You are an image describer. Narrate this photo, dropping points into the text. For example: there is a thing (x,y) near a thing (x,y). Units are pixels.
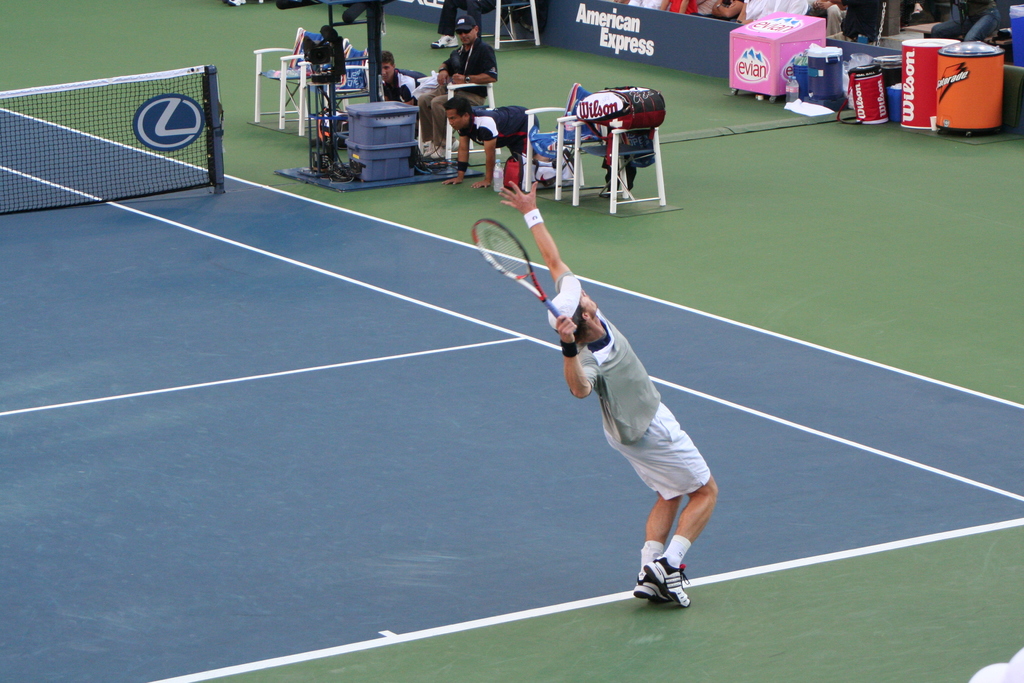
In this image I can see a person (582,385) holding the racket (489,261) and he is wearing the white color cap (577,288). He is on the ground (778,598). To the side of the court (279,134) there are group of people (422,102) and some of the objects (626,124) on the chairs (560,169). In the back (701,39) there are baskets (760,73), and a board (635,55). The board (646,57) is in grey color. On the board (628,41) there is a name (633,36) called American express is written on it.
